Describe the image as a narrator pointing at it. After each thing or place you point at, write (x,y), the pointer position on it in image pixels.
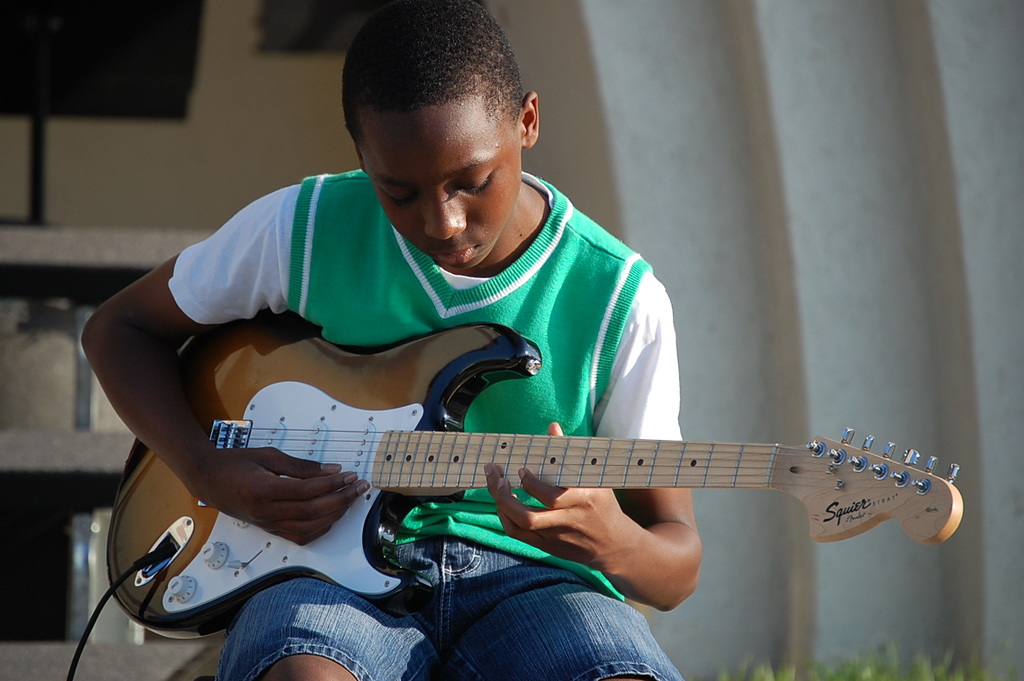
In this image i can see a boy (419,516) sitting and holding a guitar (810,481).
